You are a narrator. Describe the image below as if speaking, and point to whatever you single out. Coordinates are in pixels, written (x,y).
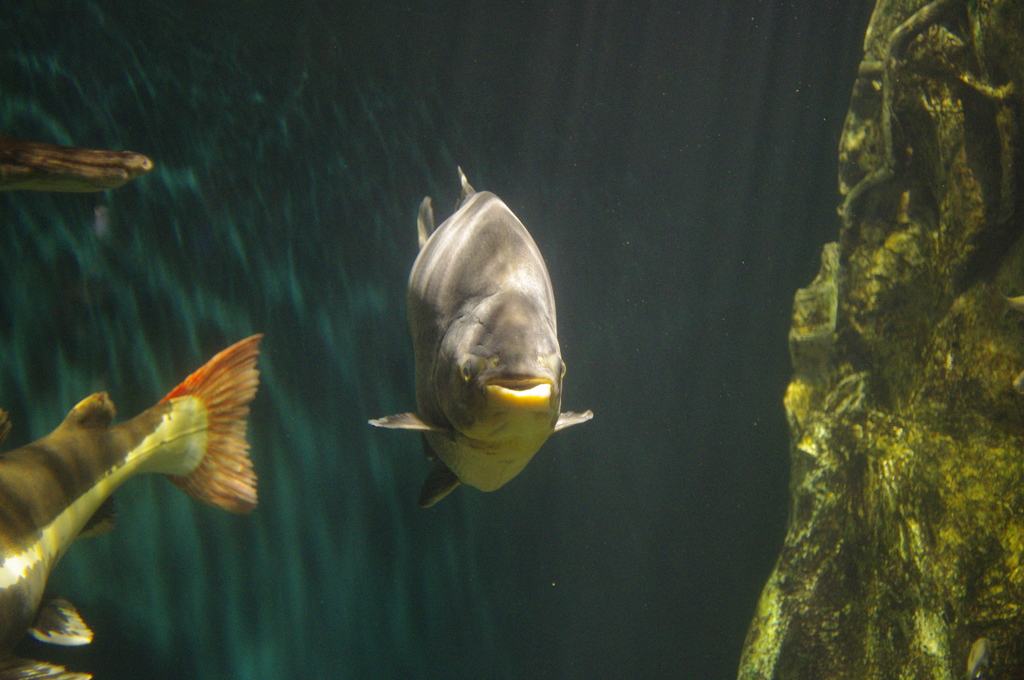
In this image we can see fishes (16,587) in the water (579,293). To the right side of the image (848,230) there is rock (945,502).
